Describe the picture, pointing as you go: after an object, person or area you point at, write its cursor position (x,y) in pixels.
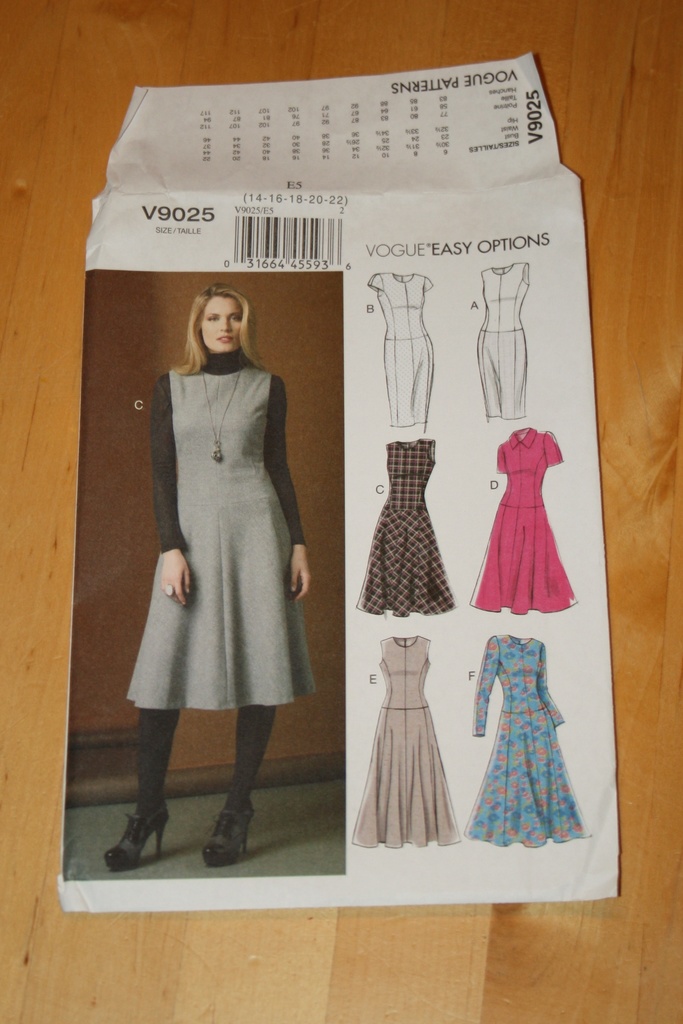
In this image we can see a poster (367,574). On poster (284,502) we can see a person (274,534), few dresses (531,573) and some text (385,109) on it. There is a wooden object (184,926) below the poster (390,209).
